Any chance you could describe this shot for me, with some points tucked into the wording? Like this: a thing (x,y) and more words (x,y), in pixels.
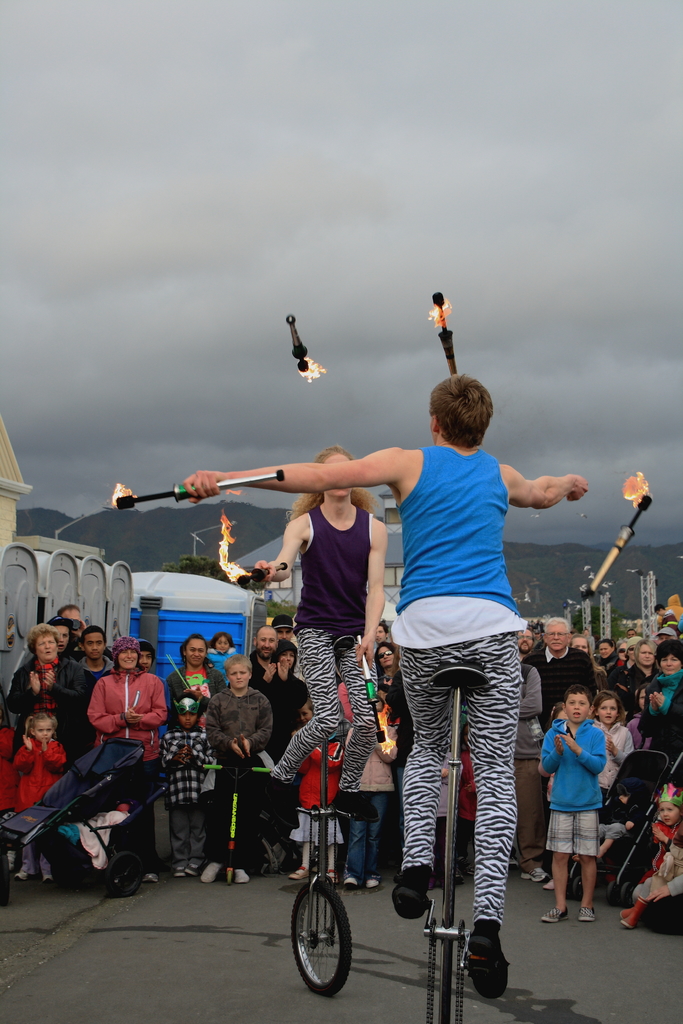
In this picture a woman (308,562) is performing gymnastics, sitting on a unicycle (342,813) holding an object (249,576) in hand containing fire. and performing the task and here is a man (436,626) playing with fire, here are group of people (589,653) standing and looking. and sky (152,309) is cloudy, and here are the mountains (184,530).
